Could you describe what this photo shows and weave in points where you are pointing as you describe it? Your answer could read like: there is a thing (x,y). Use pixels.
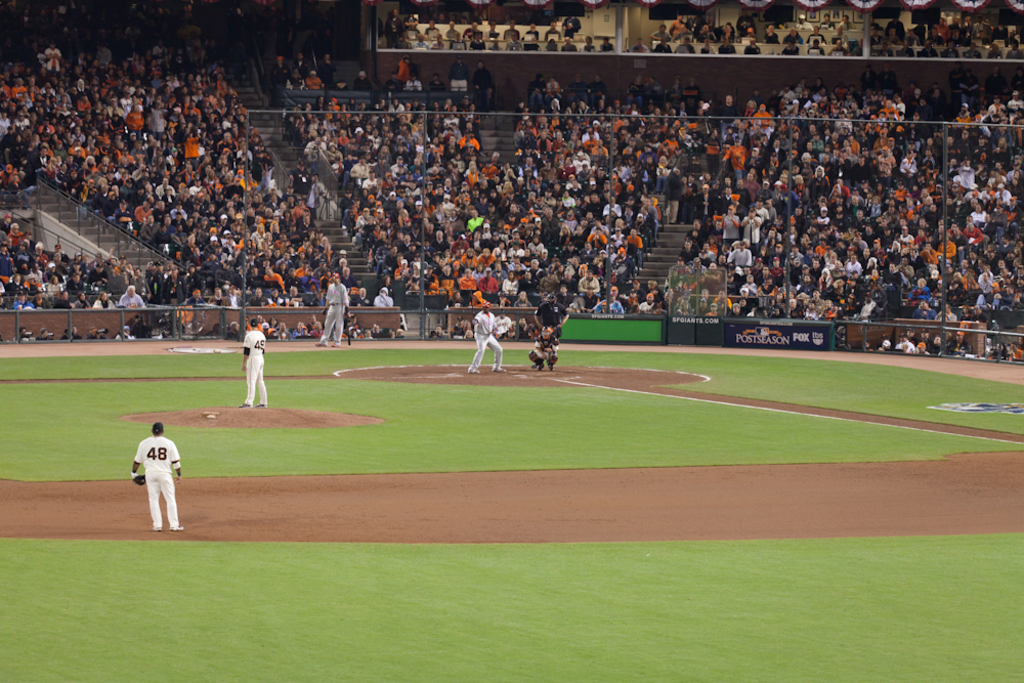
In this picture we can observe a baseball ground (482,498). There are some baseball players (500,349) in this ground (387,452). We can observe some people (436,221) sitting in the chairs (377,172) behind the fence (246,199). There are men (315,180) and women (525,199) in this picture.
